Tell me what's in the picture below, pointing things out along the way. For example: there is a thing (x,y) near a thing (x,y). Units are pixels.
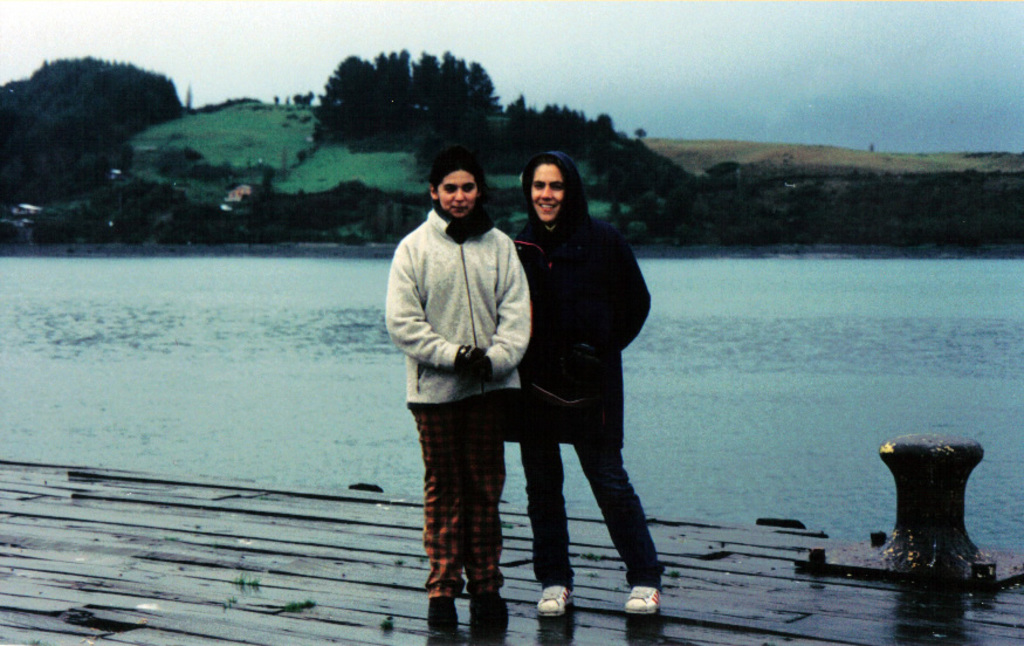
The woman (558,396) in the black jacket (586,383) is standing beside the woman (495,347) who is wearing a grey jacket (451,295). Both of them are smiling. They might be standing on the pier (425,610). In the right bottom of the picture (958,480), we see a small pole (848,560) like. Behind them, we see water (173,341) and this water (687,362) might be in the lake (796,339). There are trees (161,185) and hills (671,184) in the background (735,189). At the top of the picture (323,50), we see the sky (282,34).
